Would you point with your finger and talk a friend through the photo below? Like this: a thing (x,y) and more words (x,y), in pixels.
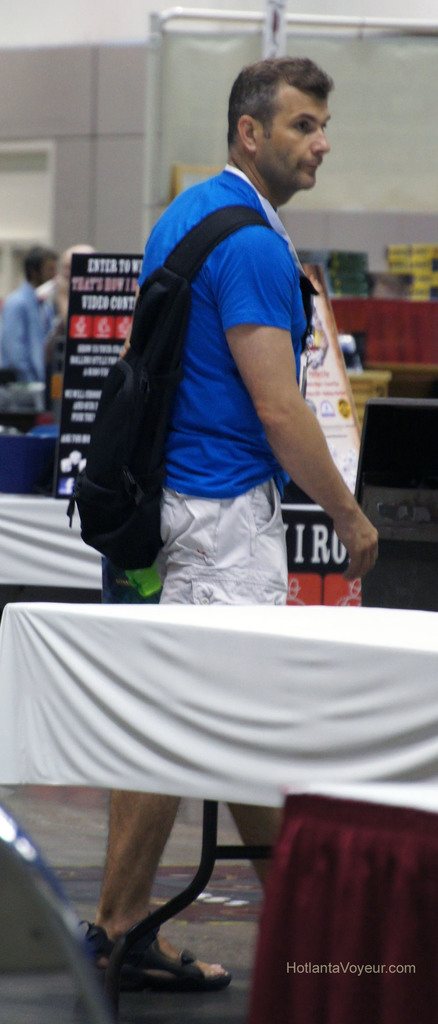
In this image I can see a person (236,353) wearing blue and white colored dress (243,541) and a black colored bag (160,291) is standing. I can see few tables (267,715) with white colored clothes (233,677) on them. In the background (122,303) I can see few banners (85,305), few other persons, the wall (95,184) and few other objects (378,455).
